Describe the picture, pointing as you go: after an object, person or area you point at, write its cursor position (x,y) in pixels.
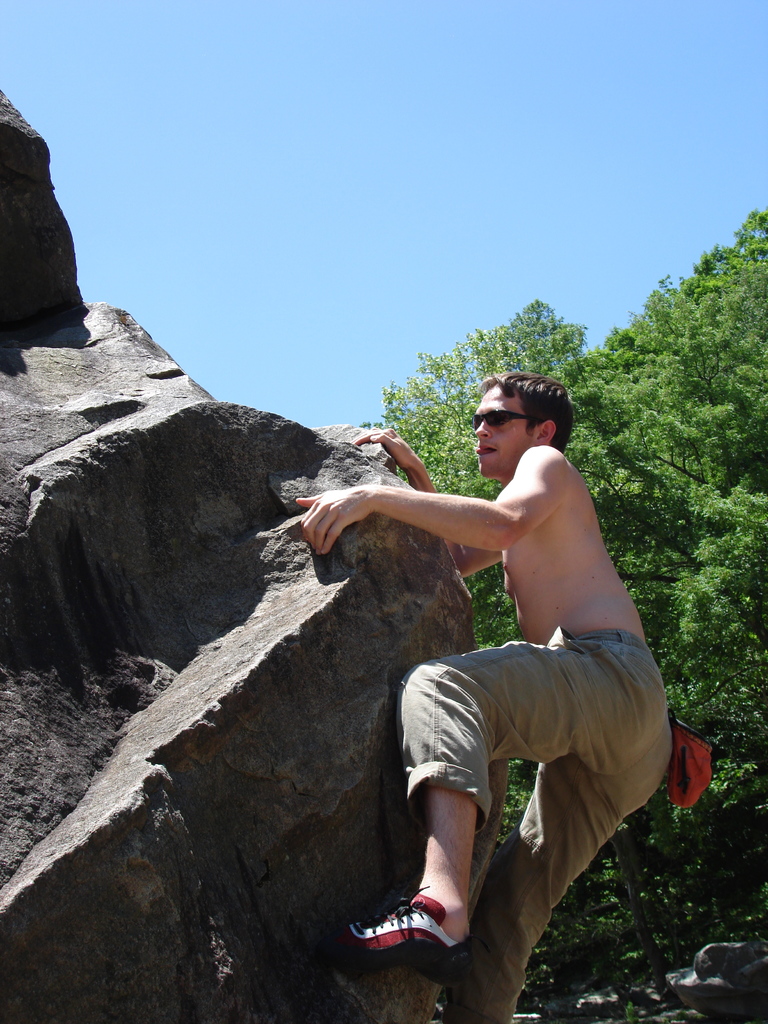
In this image I can see a man (653,746) wearing a pant (529,718). In the background (716,235) I can see a tree (722,251) and clear view of sky (430,241).
